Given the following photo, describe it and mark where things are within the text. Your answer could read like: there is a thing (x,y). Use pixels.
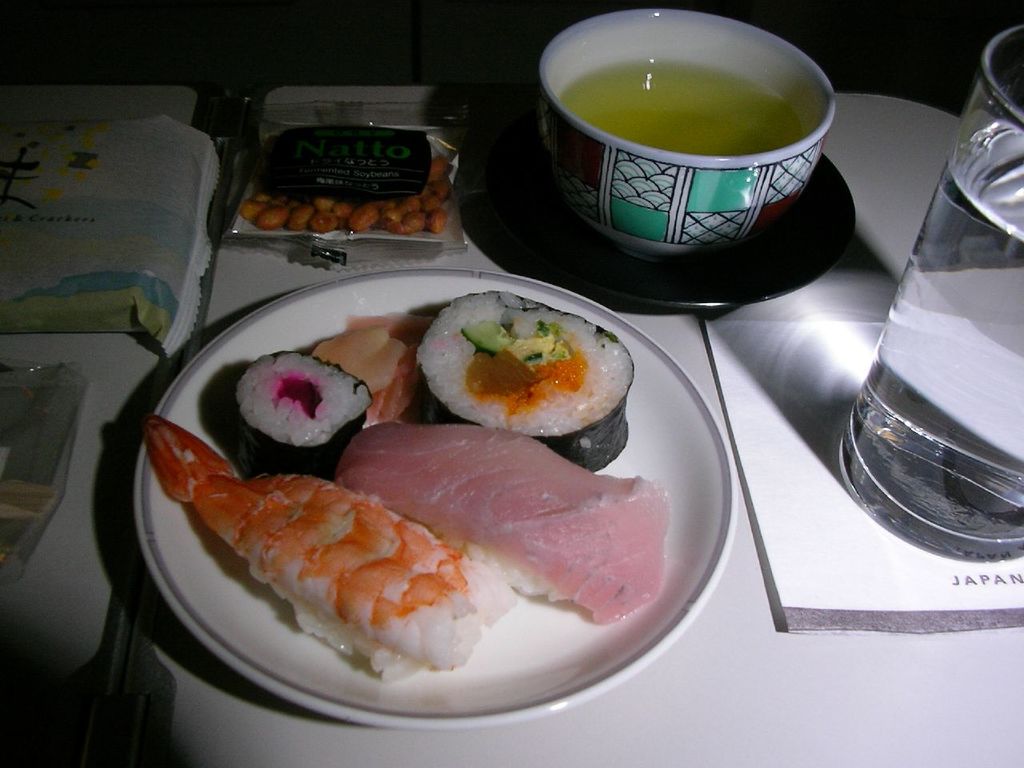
In this picture there is a plate (508,684) which contains food (379,413) in it, which is placed in the center of the image (423,282), there is a soybeans packet (355,186) and cup (793,192) and saucer (769,258) at the top side of the image (498,174).
